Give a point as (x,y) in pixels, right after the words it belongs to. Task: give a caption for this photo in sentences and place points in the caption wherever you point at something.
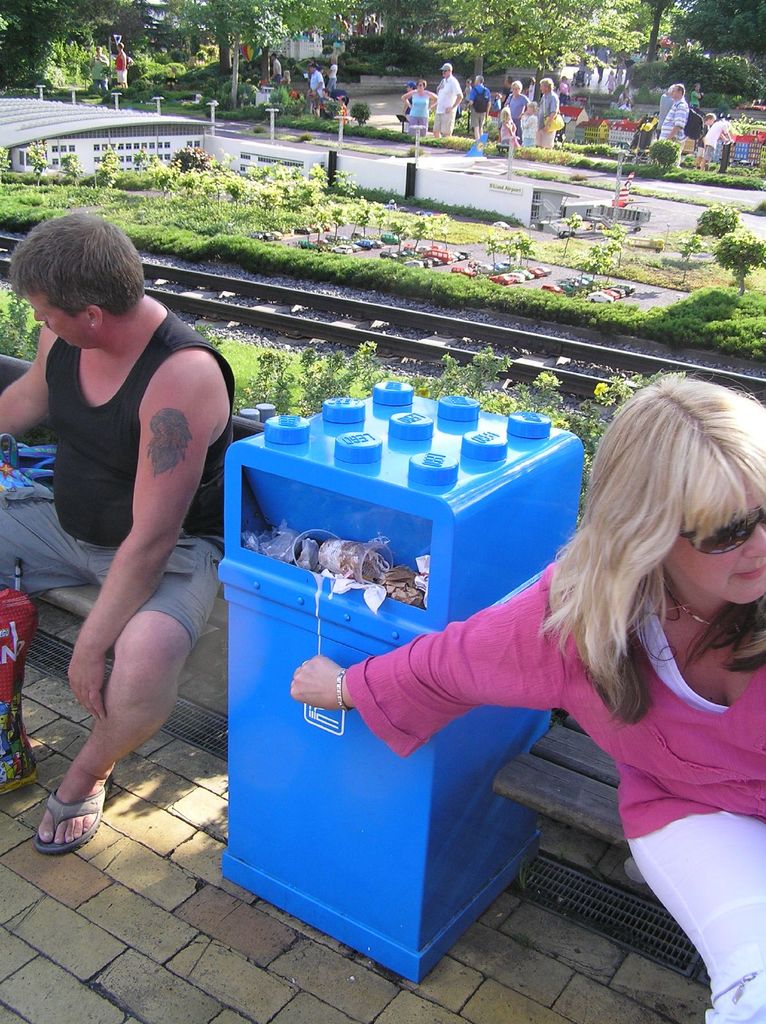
There are two people (568,643) sitting, in between these two people (618,654) we can see trash (349,566) in bin (337,652). In the background (279,363) we can see grass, plants (275,357), people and trees (739,253).
